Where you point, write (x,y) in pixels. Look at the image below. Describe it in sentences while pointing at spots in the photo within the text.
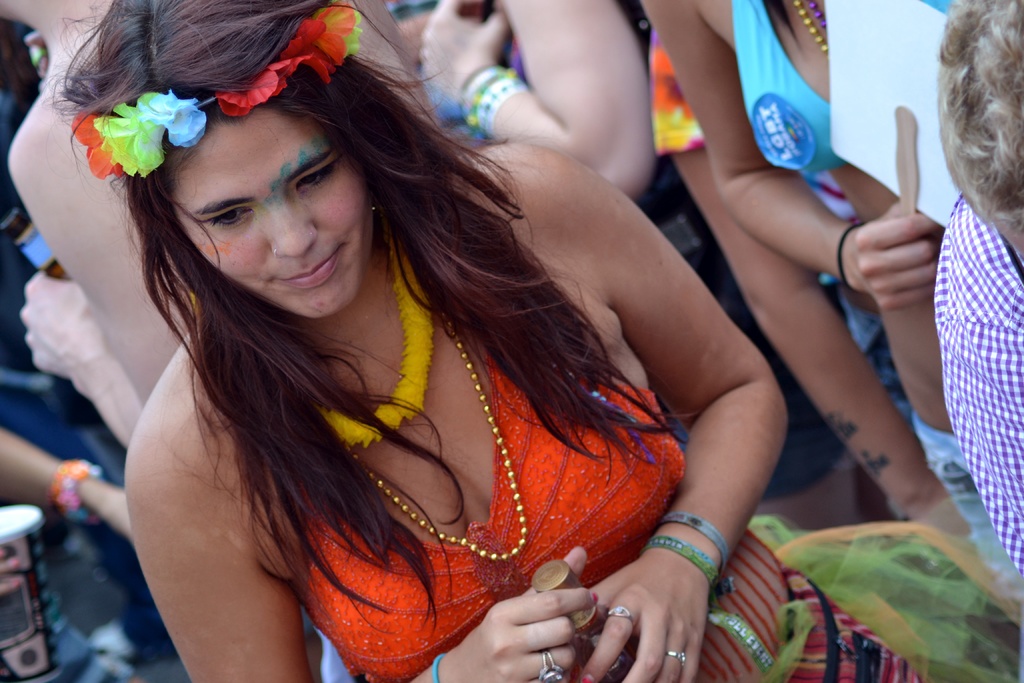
Here in this picture we can see number of people (445,227) standing on the road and in the front (829,574) we can see a woman (545,609) holding a bottle (596,642) in her hand (569,628) and she is wearing a flower tiara (124,150) and the woman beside her is holding a placard (861,130) in her hand (888,206).
